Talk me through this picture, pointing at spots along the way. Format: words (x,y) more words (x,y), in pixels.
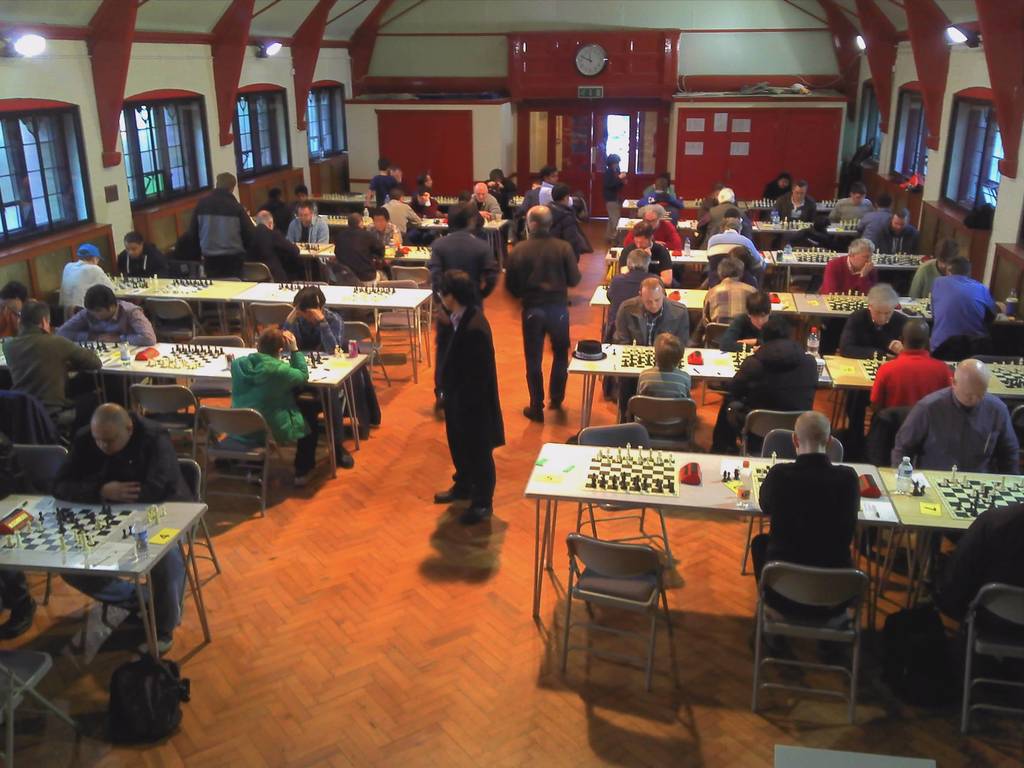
There are many people (798,362) in this room (746,326) are sitting. Some are standing. There are many tables (688,484), chairs (675,425). On the table (215,374) there are chess board (651,466), timers (691,471), bottle (739,474). In the background (615,42) there is a red color wall (611,58). On the wall (633,43) there is a clock (597,60). Windows (236,130) are over there. And on the wall (60,58) there are lights (861,47).
